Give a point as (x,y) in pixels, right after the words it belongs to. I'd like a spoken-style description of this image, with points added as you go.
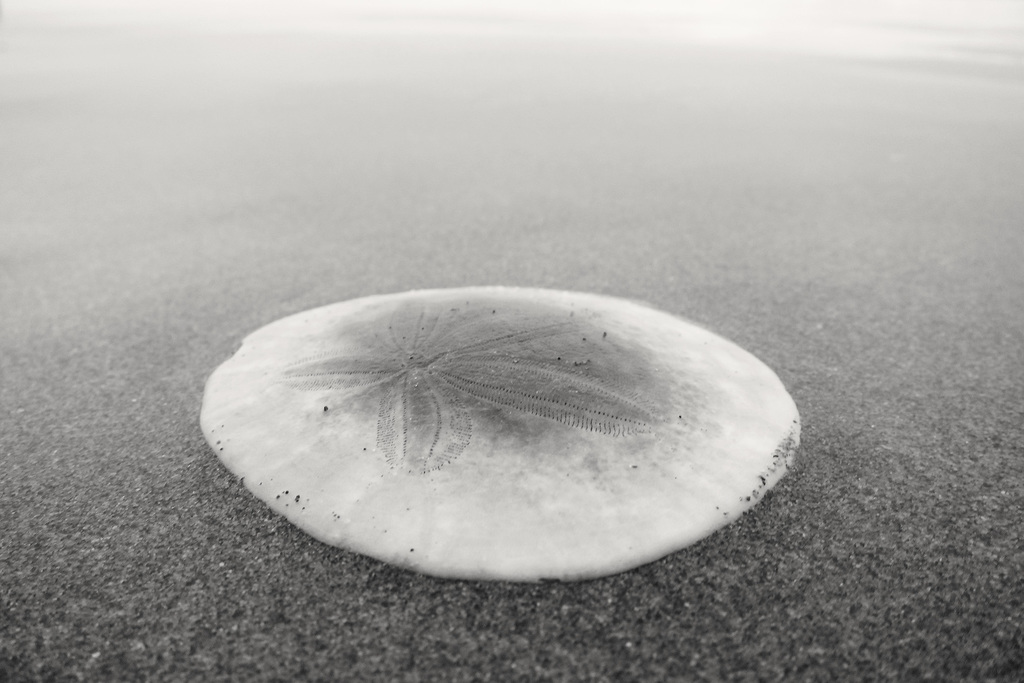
In this image I can see a white color shell (277,438) visible on sand (131,574).
